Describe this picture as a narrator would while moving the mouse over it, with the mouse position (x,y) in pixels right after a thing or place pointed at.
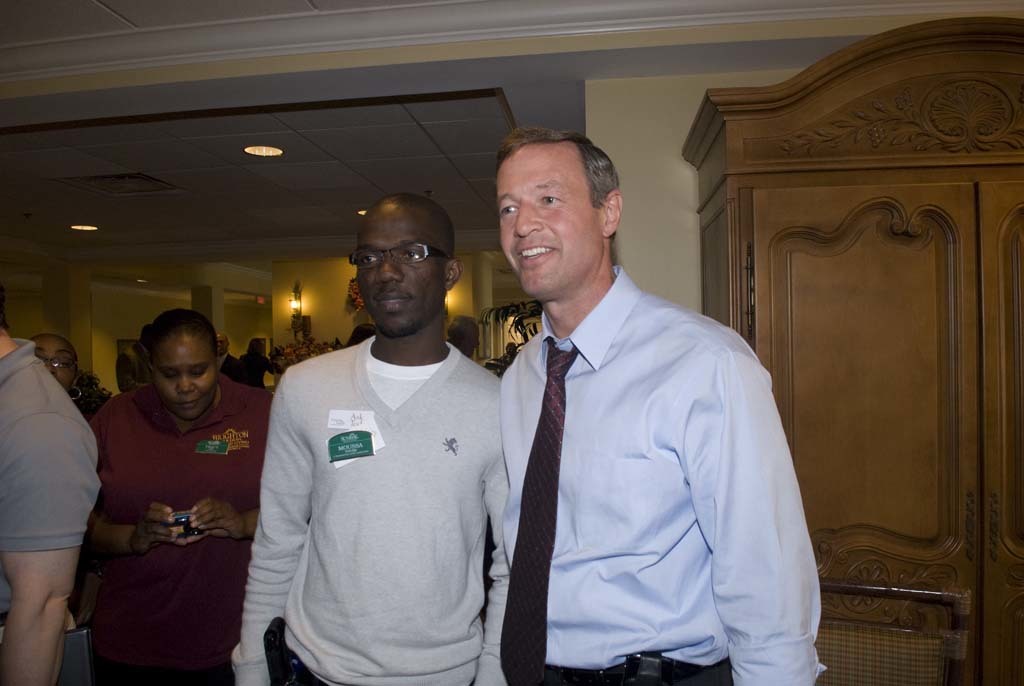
In this image in the front (370,468) there are persons (484,506) standing and smiling. On the right side (917,646) there is an empty chair (905,653) and there is a cupboard (928,310). In the background (135,398) there are persons (190,390), there are lights (297,320) and there are pillars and there is a wall (332,306).
